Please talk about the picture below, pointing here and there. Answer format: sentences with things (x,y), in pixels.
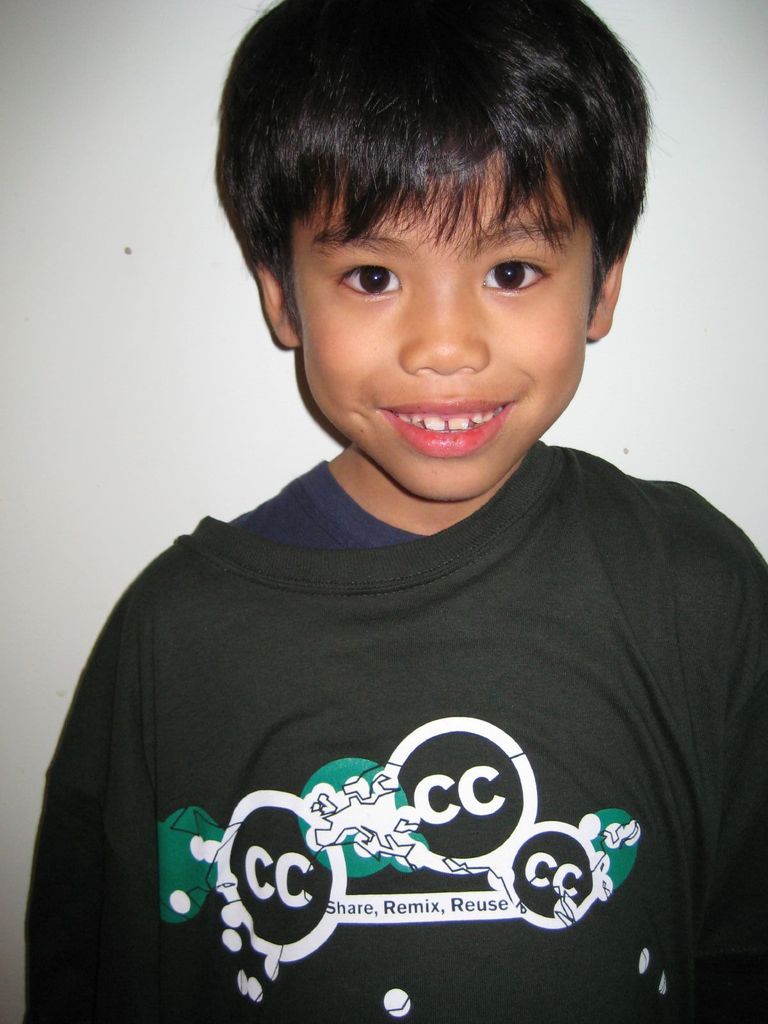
In the front of the image (438,760) I can see a boy (315,596) is smiling. In the background of the image (642,403) it is in white color.
